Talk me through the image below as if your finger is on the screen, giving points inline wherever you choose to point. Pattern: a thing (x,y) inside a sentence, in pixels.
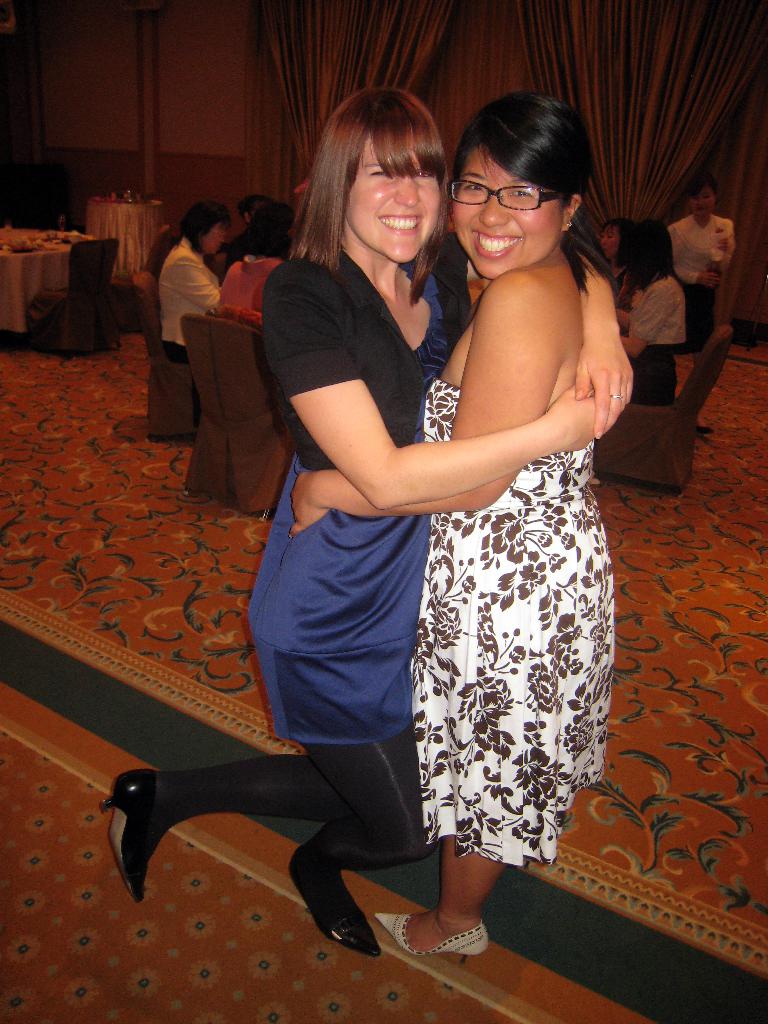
In this picture I can observe two women (346,432) standing on the floor (644,677). Both of them are smiling. In the background (255,293) I can observe some people (644,329) sitting on the chairs (156,353). There are curtains (592,79) and a wall (103,117) in the background (368,79).
